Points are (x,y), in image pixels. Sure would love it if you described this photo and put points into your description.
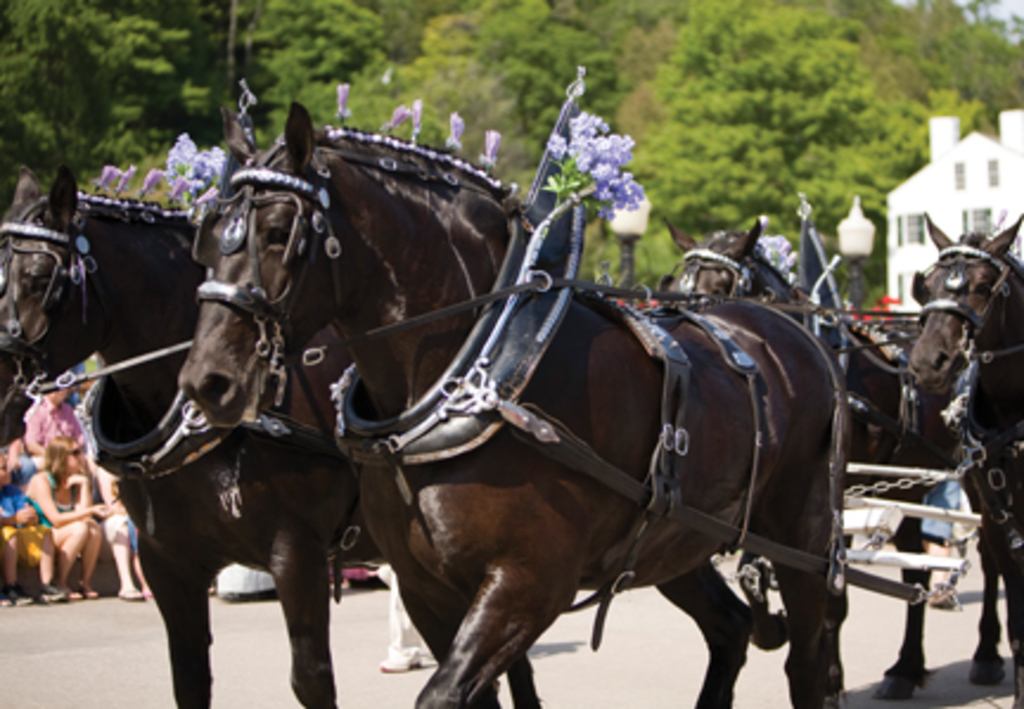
These are the horses (745,338) walking. I can see flowers (605,202), which are used to decorate the horses (442,359). I can see few people (22,493) sitting. These are the trees (812,145). Here is the building (977,194) with windows (916,218).
